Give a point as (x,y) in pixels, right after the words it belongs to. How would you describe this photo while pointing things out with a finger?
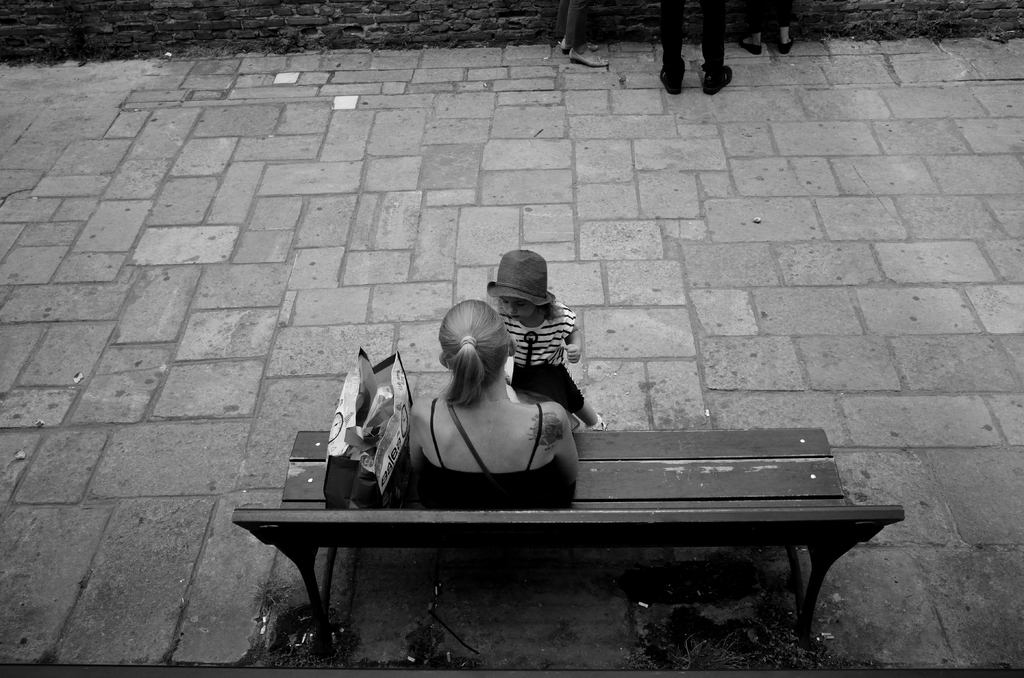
It is a black and white image, there is a woman (443,429) sitting on the bench (467,532) and there is a girl (565,347) standing in front of the woman (460,383). There is a cover (366,438) kept beside the woman (417,422) on the bench (318,472).
